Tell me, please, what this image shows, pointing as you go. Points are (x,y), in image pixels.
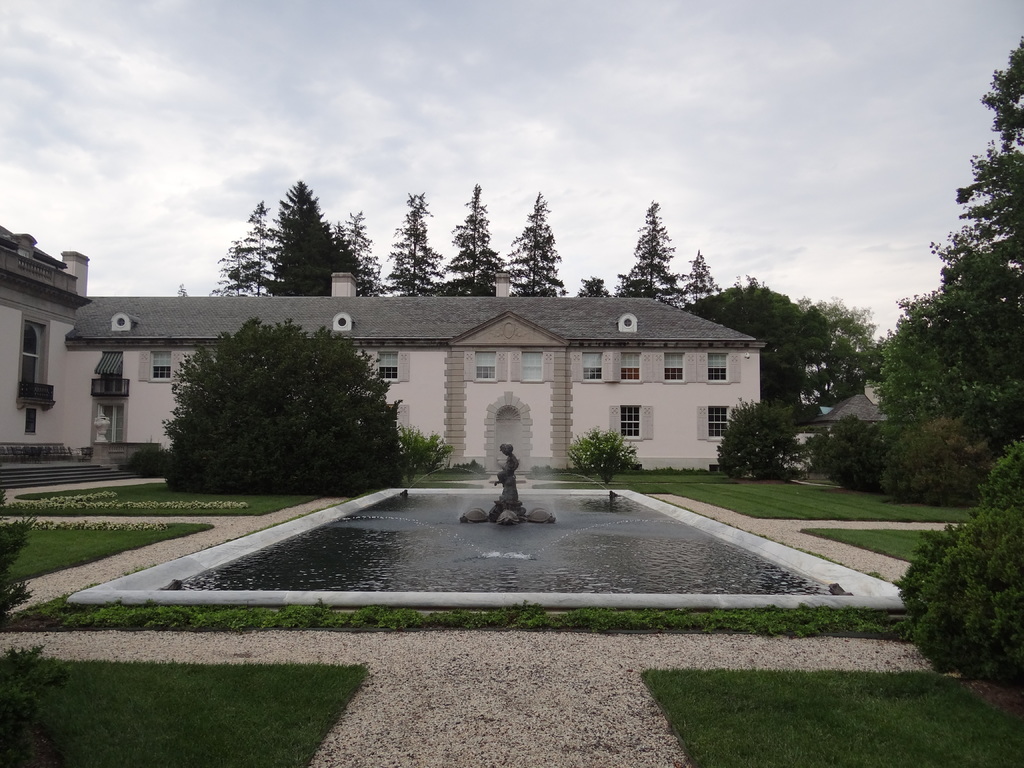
This is the picture of a building (581,409). In the foreground (491,535) there is statue (493,516) and there is a fountain (540,580). At the back (598,404) there are buildings (71,408) and trees (985,340). At the top (751,121) there is sky (456,97) and there are clouds (186,152). At the bottom (886,724) there is grass (907,723) and water (688,581).
